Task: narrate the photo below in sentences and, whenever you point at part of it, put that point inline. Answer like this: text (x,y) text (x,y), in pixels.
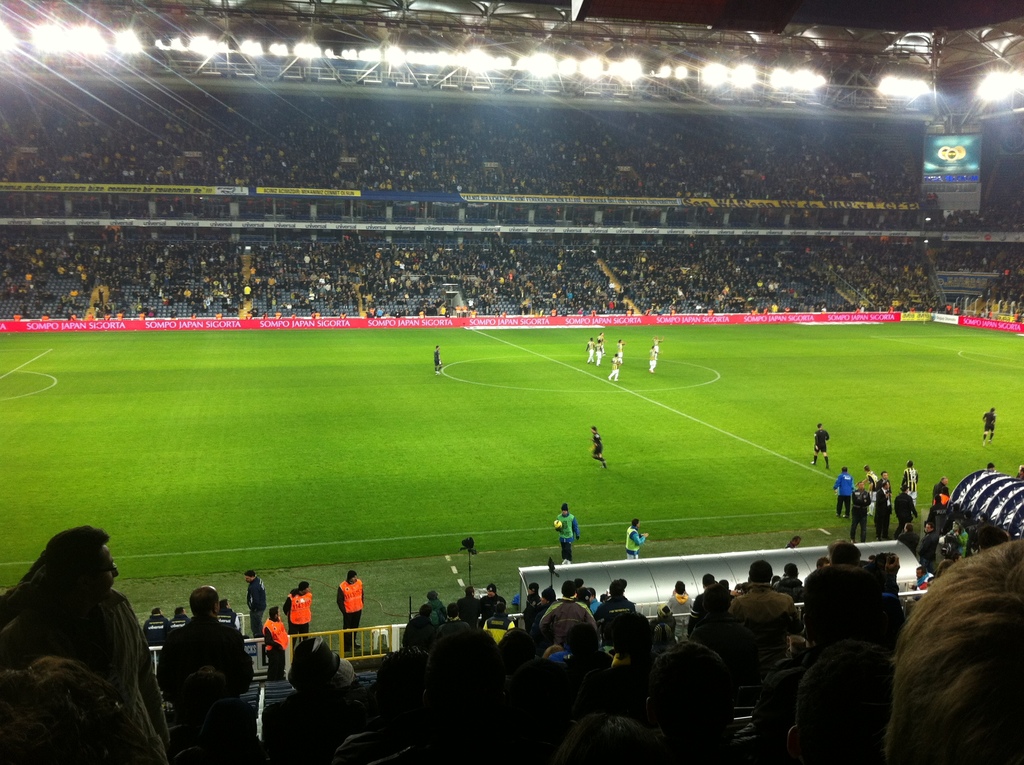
In this image, we can see the interior view of a stadium (279,578). We can see the ground (421,504) with some objects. There are a few people (774,308), boards (901,313) with text (895,314), lights (1004,91). We can also see a screen (963,163).
